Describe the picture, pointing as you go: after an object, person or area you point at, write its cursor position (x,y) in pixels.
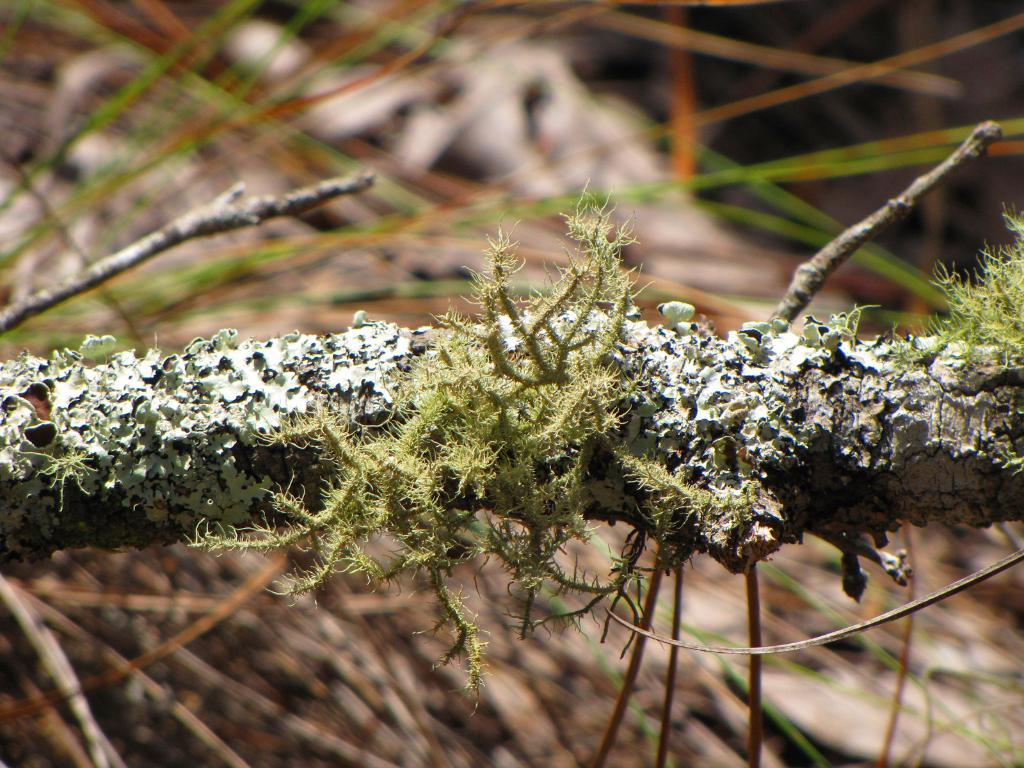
In this image we can see a branch (190,458) of a tree (588,458) with some algae (536,434).
